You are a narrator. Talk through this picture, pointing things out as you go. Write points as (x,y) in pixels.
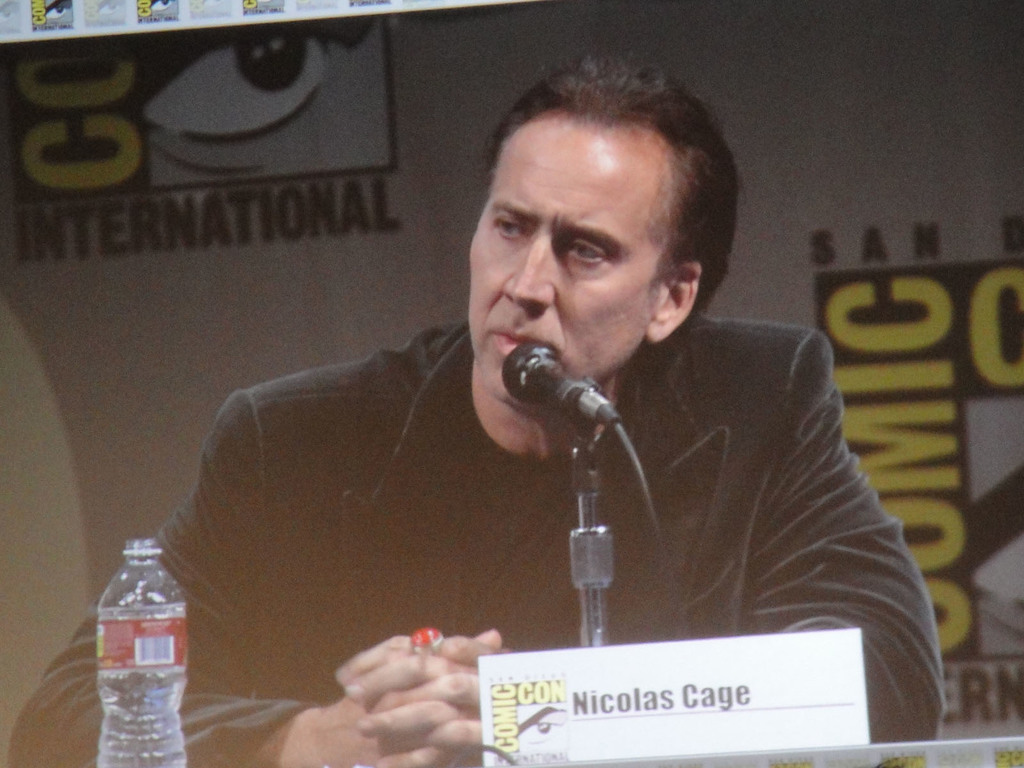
In this picture we can see a man (528,319). This is mike (527,380) and there is a bottle (102,681). On the background (374,207) there is a banner (254,229).
